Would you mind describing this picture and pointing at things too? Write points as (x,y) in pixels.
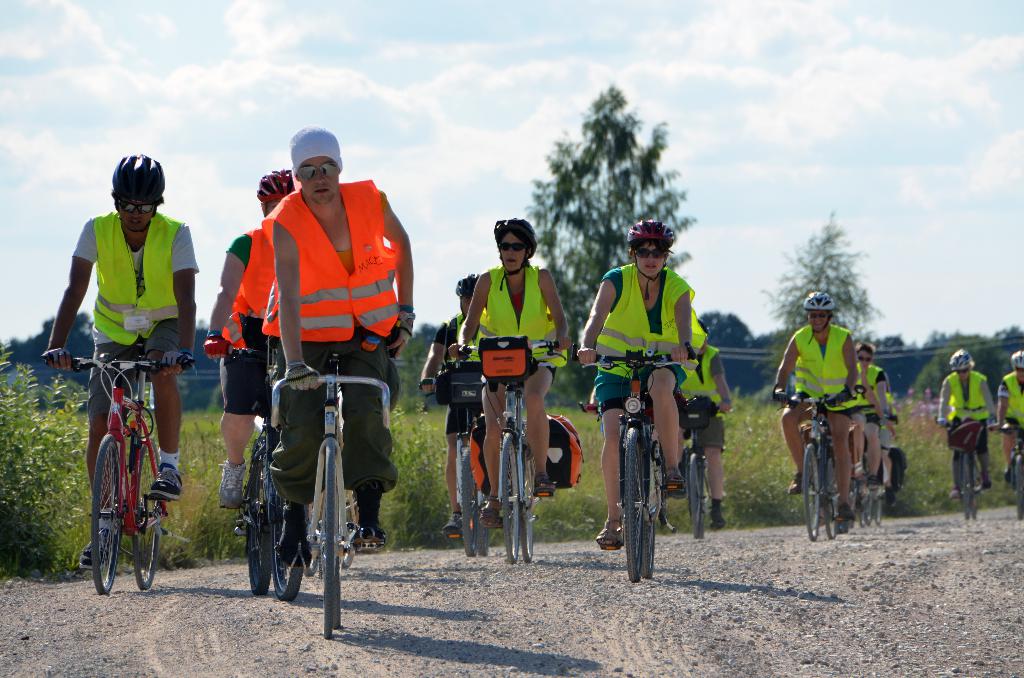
In this picture I can see a few people (351,433) wearing helmets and riding the bicycles (332,471). I can see the green grass (417,418) on the left side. I can see trees (564,297) in the background (654,180). I can see clouds (540,87) in the sky (540,87).
